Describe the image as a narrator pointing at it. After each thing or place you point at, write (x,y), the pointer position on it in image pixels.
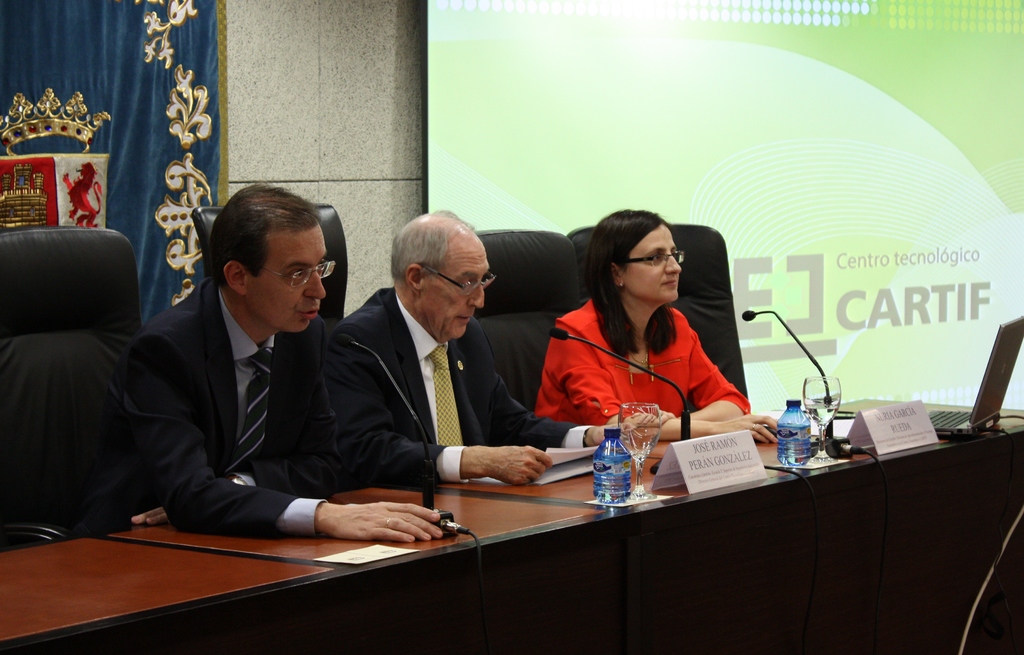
As we can see in the image there is a wall (364,87), screen (799,156), three people (235,422) sitting on chairs (17,349) and there is a table (548,526). On table (579,487) there are bottles (797,459), mic (833,443), glass (815,409) and laptop (963,423).
